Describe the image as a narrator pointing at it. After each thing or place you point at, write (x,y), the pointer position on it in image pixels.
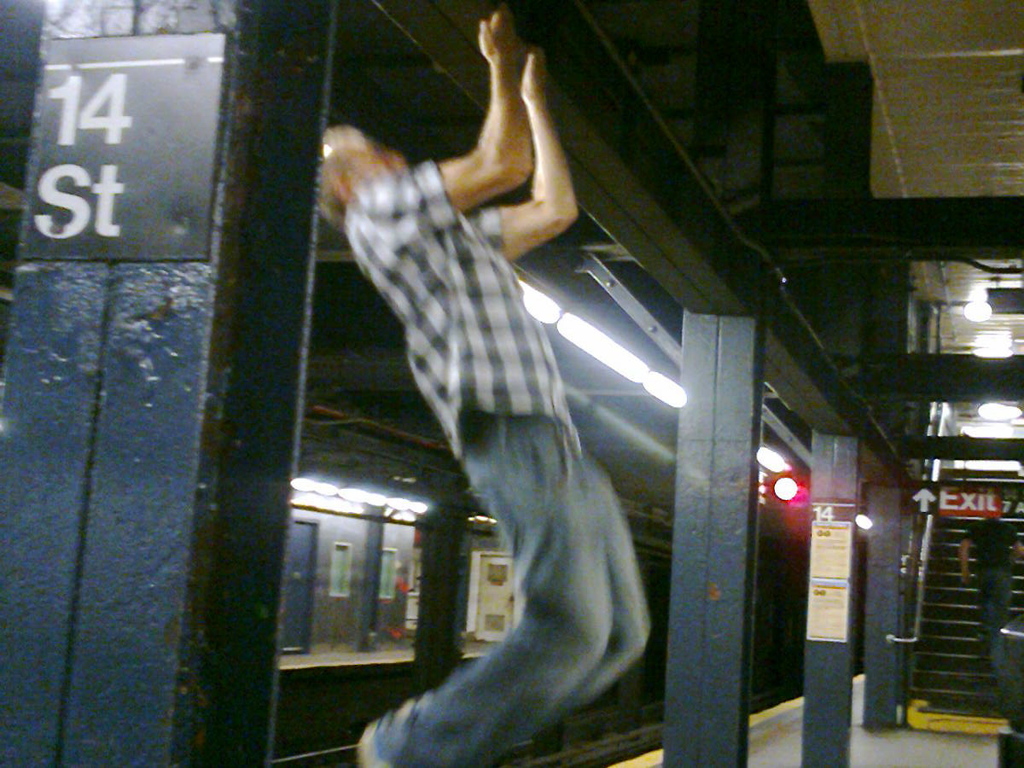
In this image, I can see a person (515,518) jumping. These are the stairs (965,631). This looks like an exit board (984,508). I can see a person (1005,590) climbing the stairs (952,581). These are the pillars (820,705) and tube lights (672,382). In the background (488,588), I can see the doors (477,582). This is the board (103,213), which is attached to a pillar (148,272).
